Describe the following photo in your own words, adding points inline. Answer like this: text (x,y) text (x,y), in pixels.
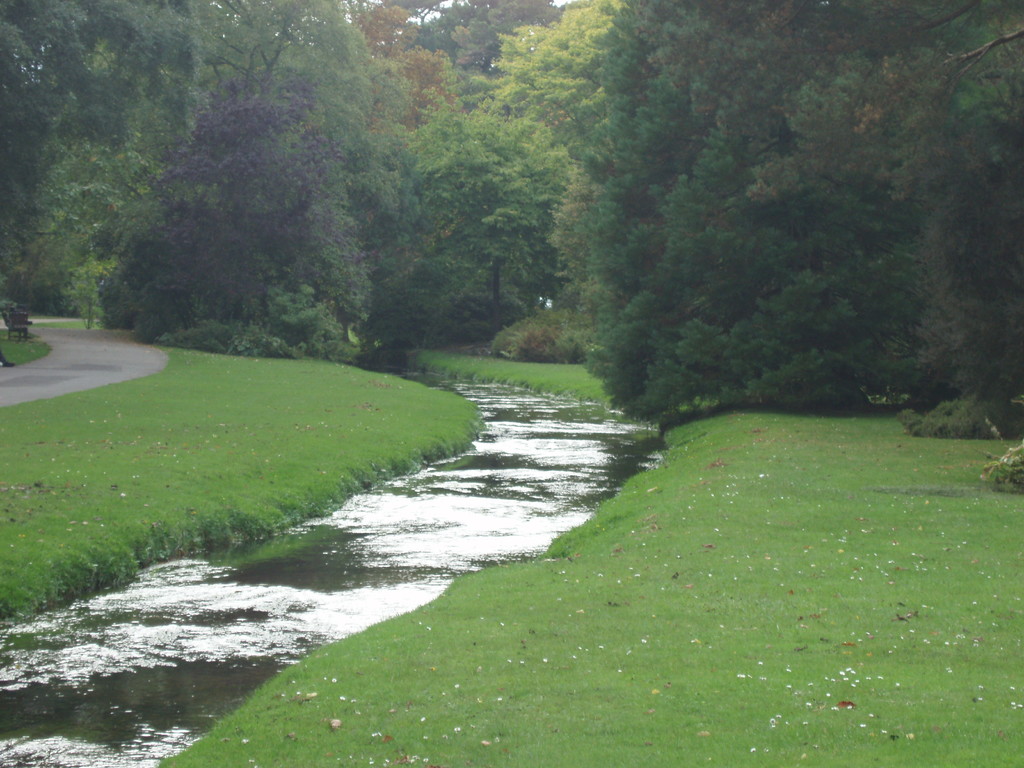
In the center of the image (617,416) we can see a canal (454,475). In the background (839,333) there are trees (370,130). On the left (57,373) there is a walkway (71,379). At the bottom (536,652) we can see grass (587,684).
